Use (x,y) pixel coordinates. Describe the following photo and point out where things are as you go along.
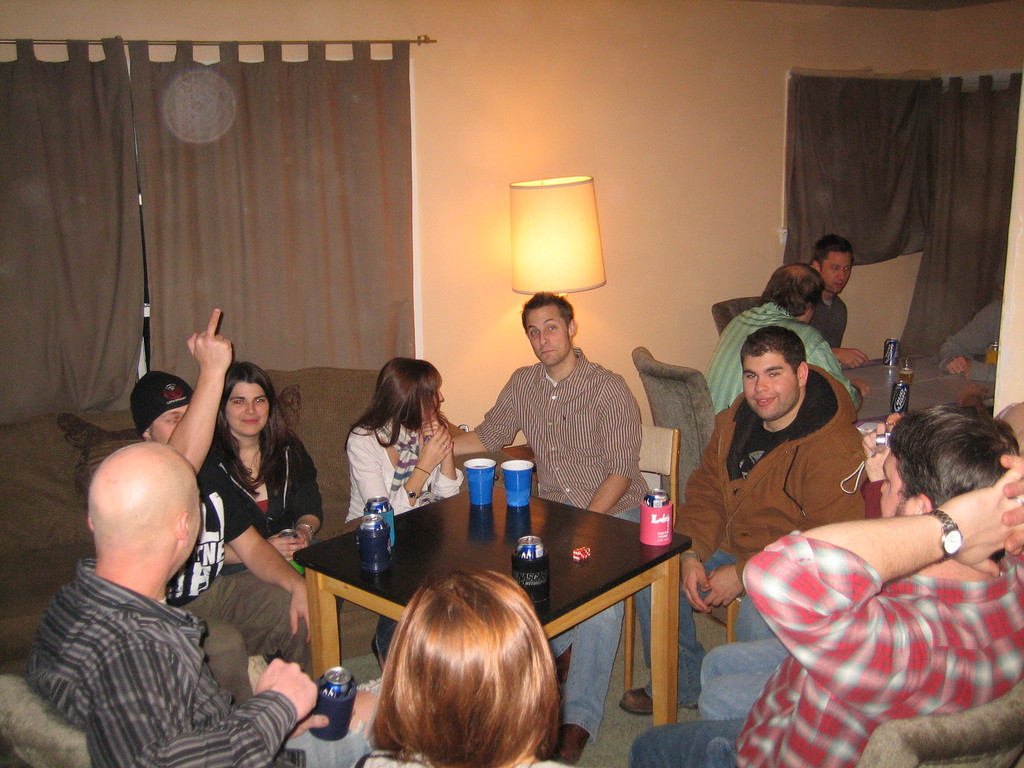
In this image i can see group of people (941,442) sitting there are two glasses (523,475), bottle (642,518) on a table (394,551) at the back ground (817,325) i can see few other people (803,312) sitting and few bottles (900,398) on the table (916,394), a lamp (575,212), a curtain (392,166) and a wall (495,135).
